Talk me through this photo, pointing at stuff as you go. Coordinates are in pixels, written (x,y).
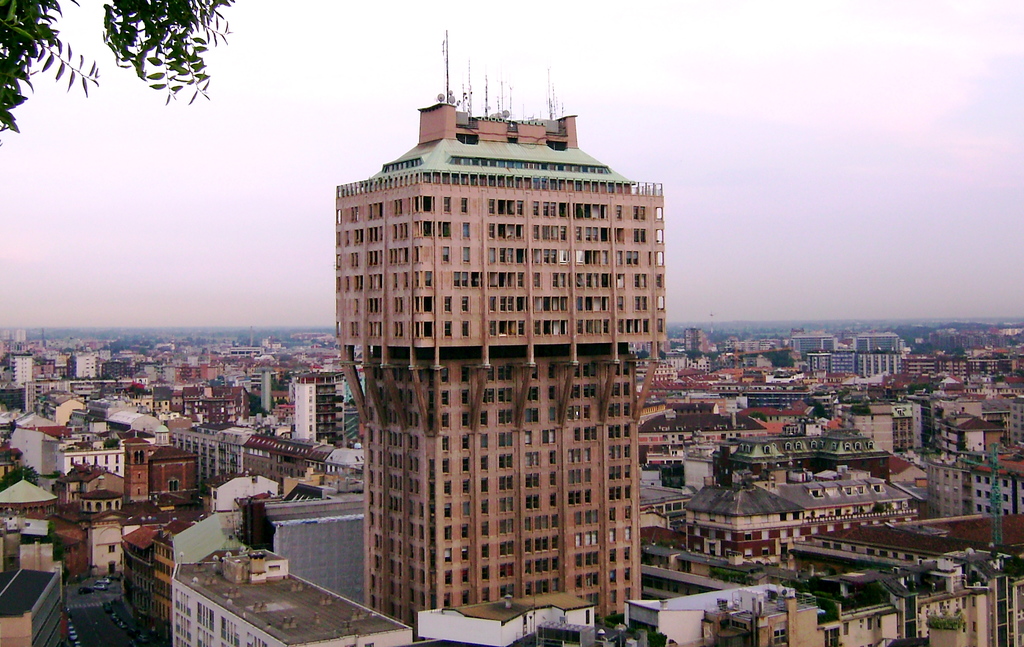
As we can see in the image there are buildings (557,352), windows (464,333), tree (51,33) and at the top (775,39) there is sky (776,36).
